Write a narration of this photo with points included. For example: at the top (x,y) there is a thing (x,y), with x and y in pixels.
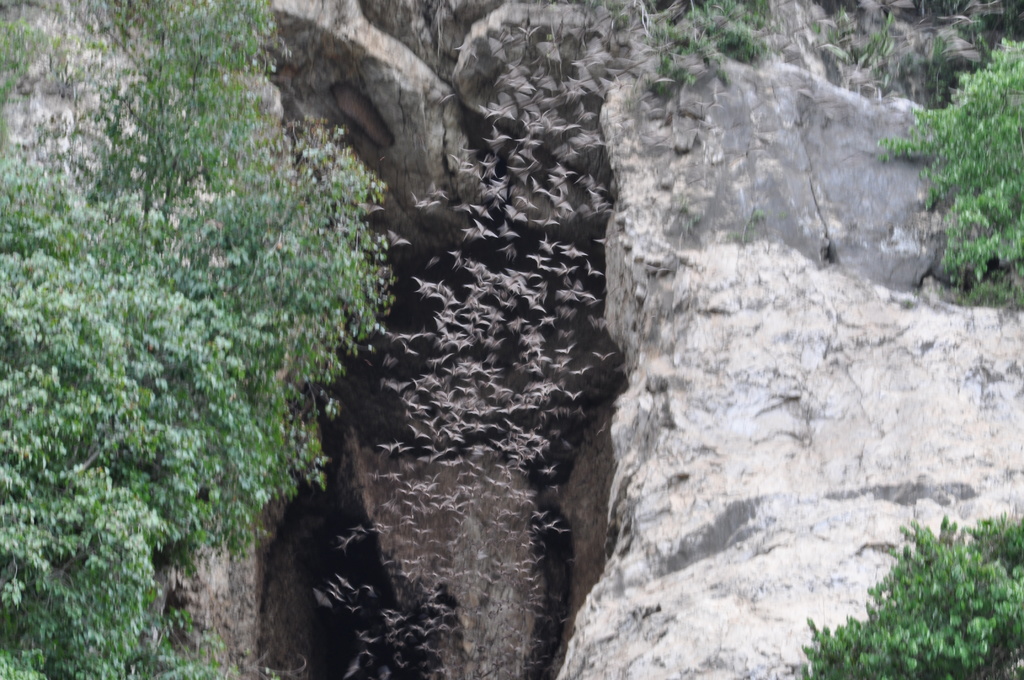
In this image there are trees (1017,71), rocks (644,241) and bats (527,164) flying.
